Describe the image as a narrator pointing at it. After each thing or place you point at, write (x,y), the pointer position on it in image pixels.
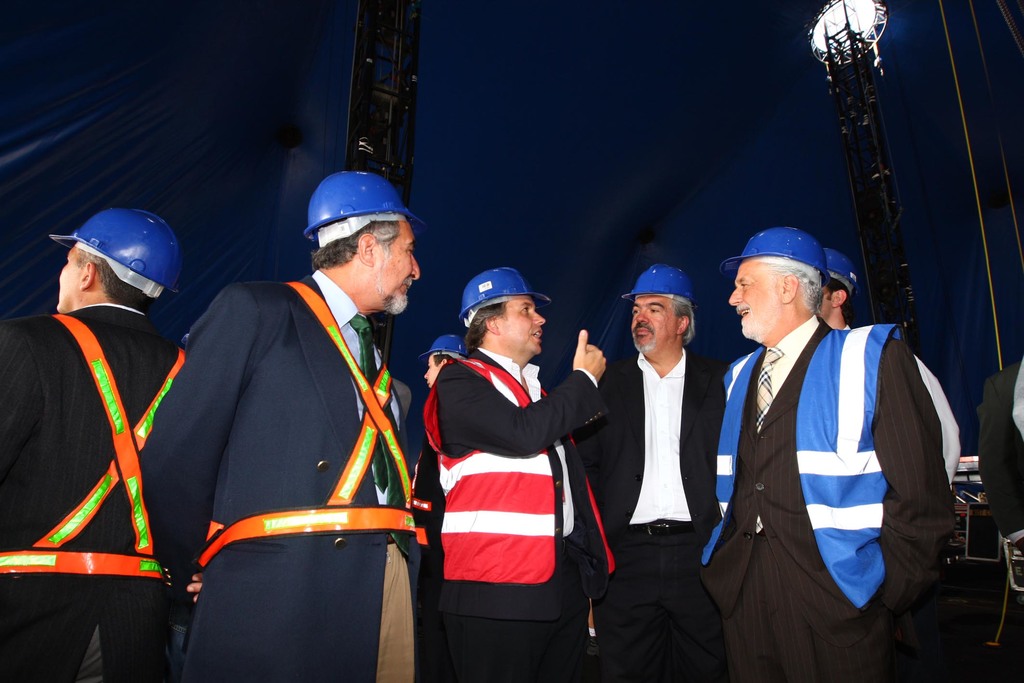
In the foreground of the picture (494,341) there are group of people (645,364) wearing helmets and taking some safety measures. In the background (947,41) we can see iron frames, light (814,27), ropes (994,93), mostly it is dark.
